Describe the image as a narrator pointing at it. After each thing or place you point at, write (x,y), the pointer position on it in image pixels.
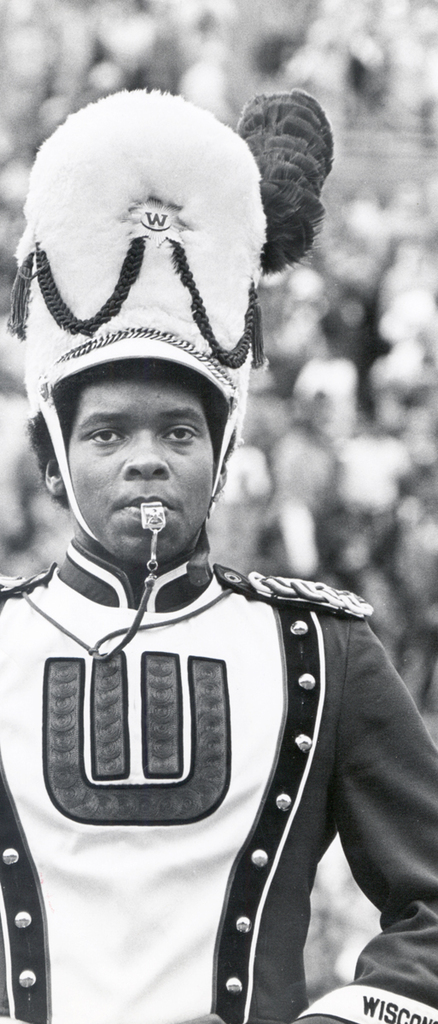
In this image I can see a man (225,605) and I can see he is wearing hat (75,364) and uniform (168,591). I can also see a whistle (145,524) in his mouth (142,501). I can see this image is blurry from background (382,554) and I can see colour of this image is black and white.
